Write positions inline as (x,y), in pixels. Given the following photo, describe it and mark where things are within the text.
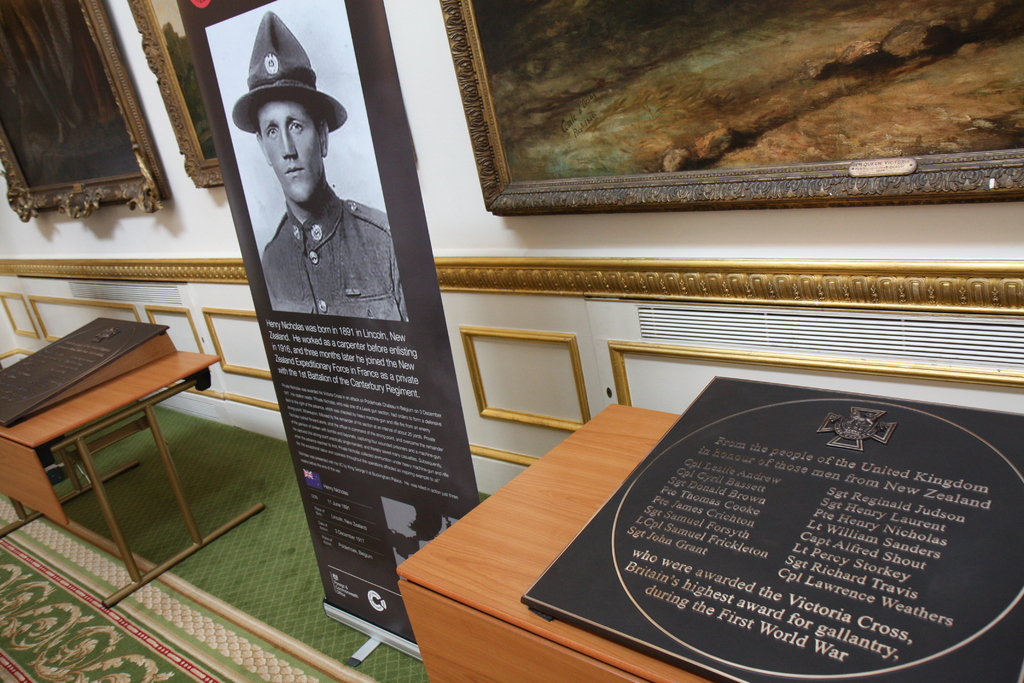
There is a room (642,332). There is a person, photo frame (500,20), name board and table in a room (258,155).
